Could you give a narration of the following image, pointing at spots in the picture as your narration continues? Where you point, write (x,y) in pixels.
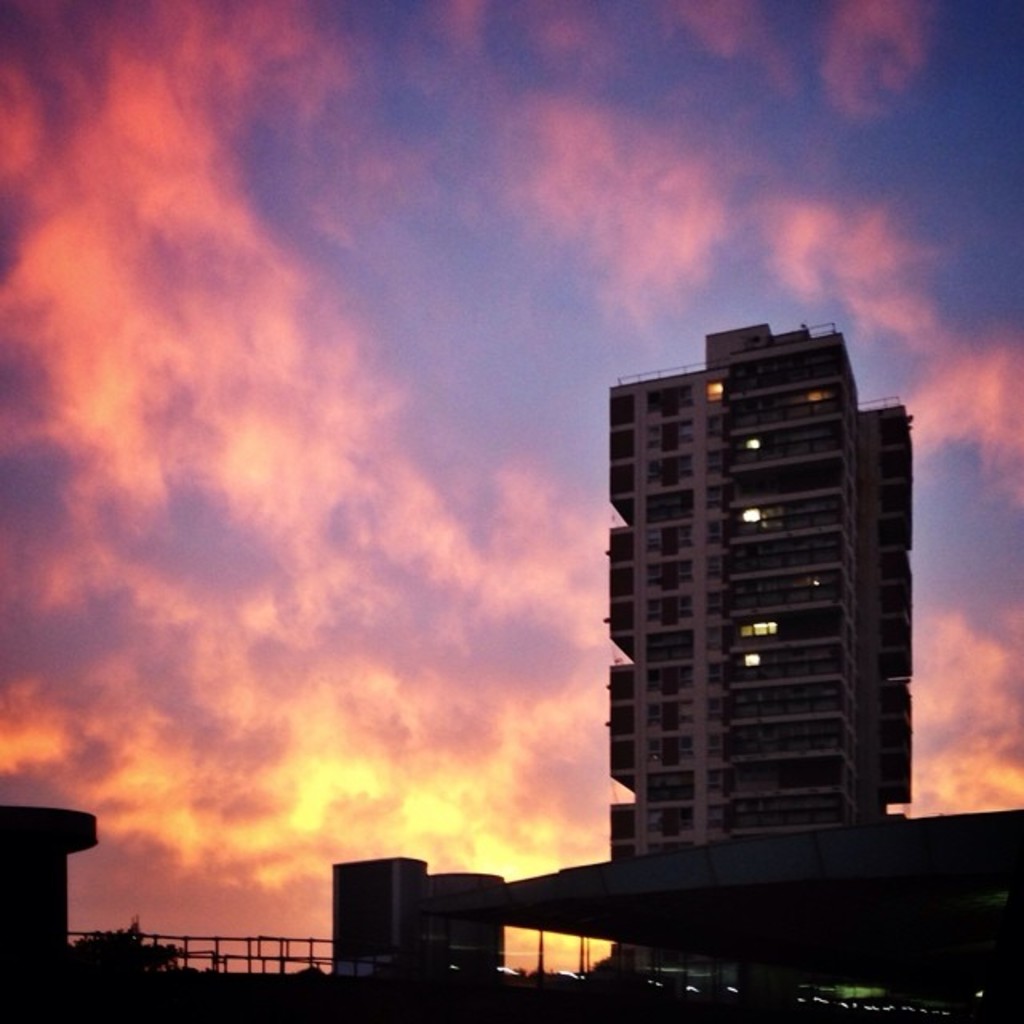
In this picture we can see buildings (921,820), here we can see a fence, tree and we can see sky (959,59) in the background (742,184).
